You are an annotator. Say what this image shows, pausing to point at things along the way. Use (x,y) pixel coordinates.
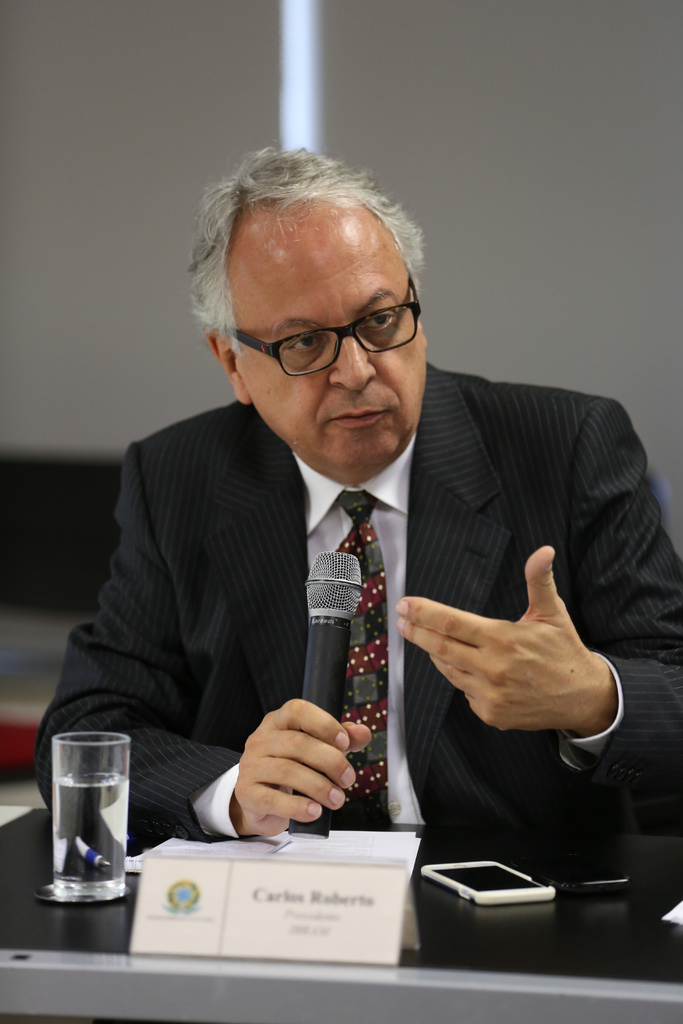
This man (397,438) is holding mic (315,634) and talking. On this table (452,905) there is a mobile (472,881), papers (320,848) and glass (112,845). This man (428,642) wore suit (445,401) and spectacles (397,338).
